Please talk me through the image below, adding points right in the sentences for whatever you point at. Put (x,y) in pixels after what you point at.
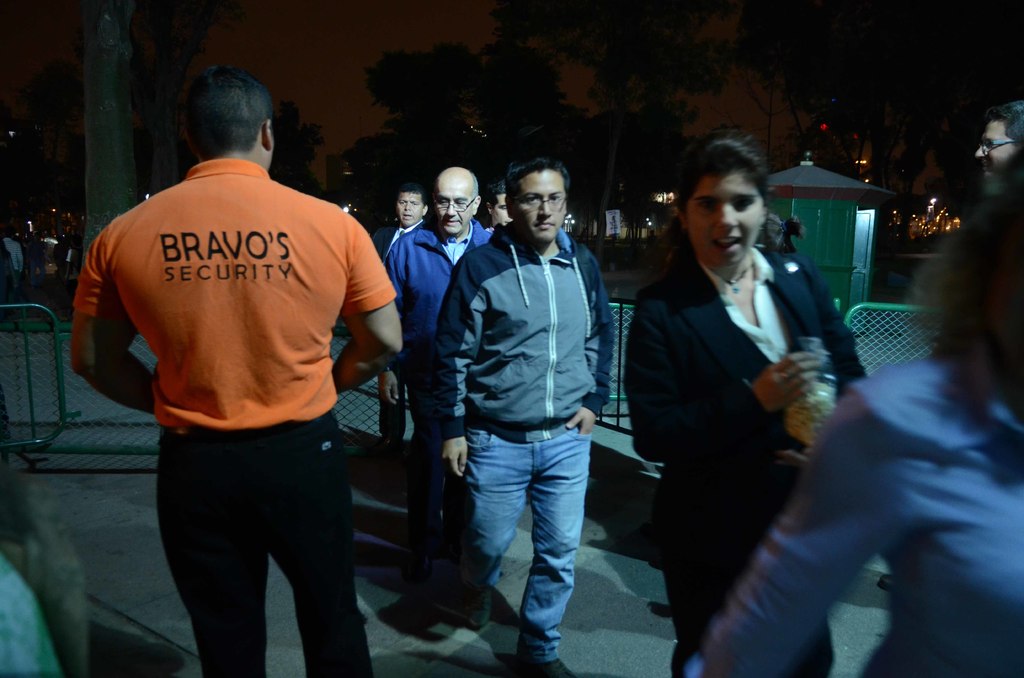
In the image there are few persons (500,374) walking on the right side (765,525) and on the left side (266,200) there is security guard (249,344) standing, this is clicked at night time, in the background (429,135) there are trees (535,150) and buildings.
